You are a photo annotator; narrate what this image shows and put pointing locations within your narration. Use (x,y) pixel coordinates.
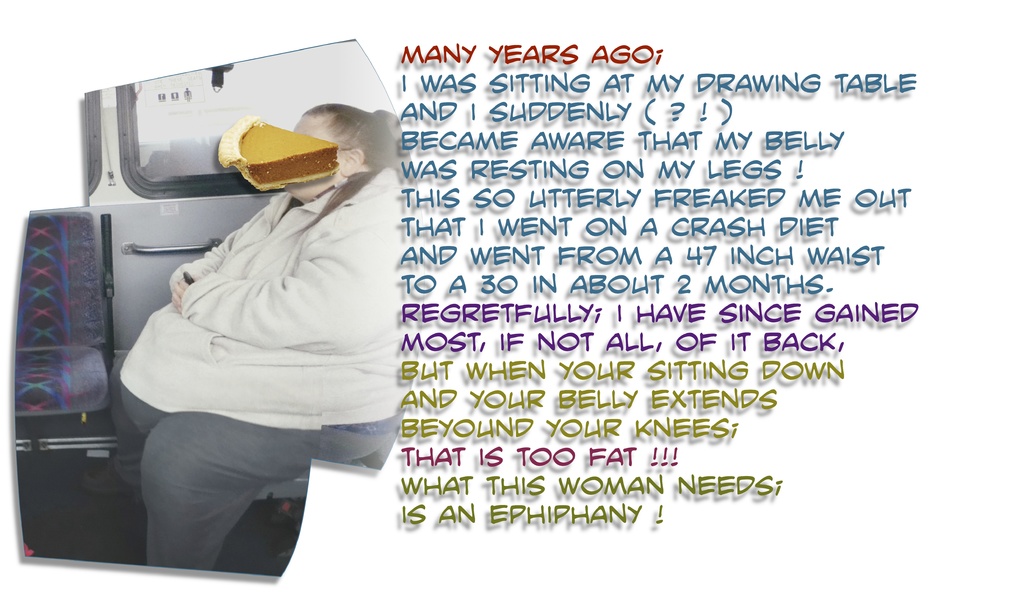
In this picture we can observe a person (264,339) sitting in the seat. We can observe a window (187,121) beside the person (213,268). There is a piece of food (243,165) in this picture. We can observe some text (459,307) which is in red, blue and violet colors. The background (392,21) is in white color.
